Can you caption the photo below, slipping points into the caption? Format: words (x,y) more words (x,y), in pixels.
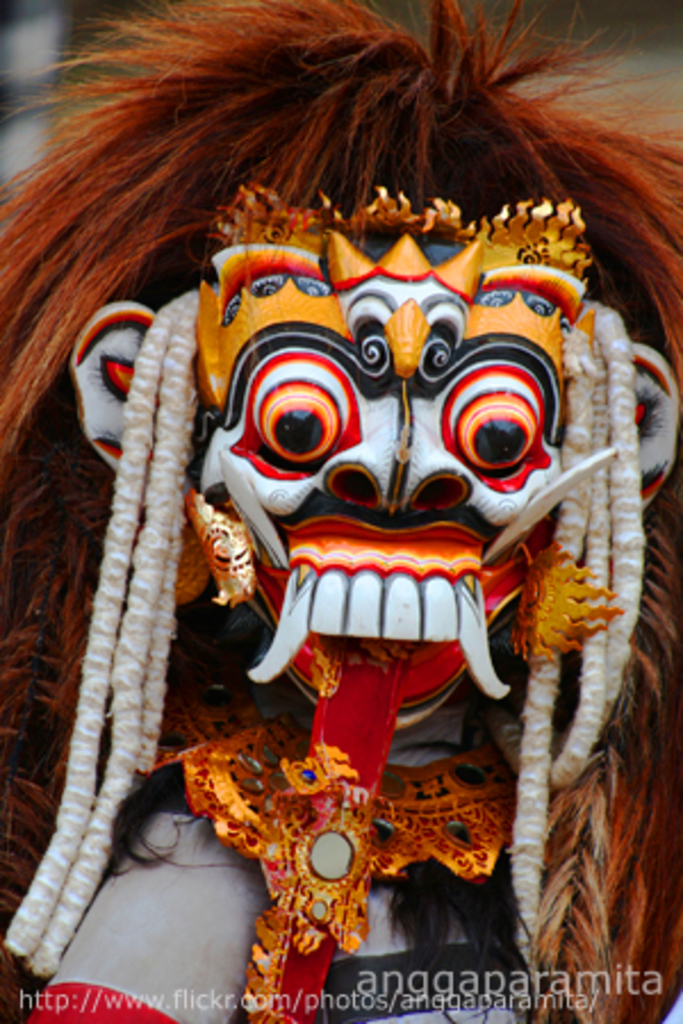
In this image we can see the face mask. The background of the image (609,24) is blurred. Here we can see a watermark (38,1009) on the bottom of the image (446,1002).
